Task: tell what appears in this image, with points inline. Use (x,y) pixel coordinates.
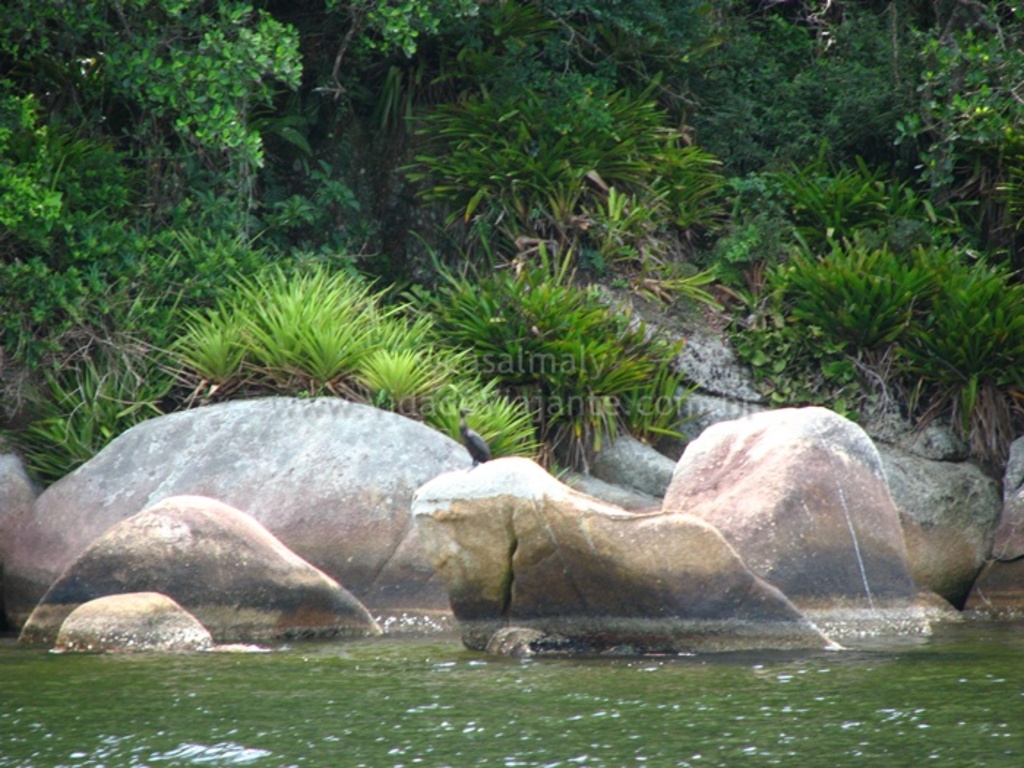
In this image there is water (397,696) at the bottom (371,714), Beside the water (382,671) there are rocks (575,504). In the middle (484,449) there is a bird (472,442) sitting on the rock (487,470). In the background (490,183) there are plants (545,216) and trees (165,71).
